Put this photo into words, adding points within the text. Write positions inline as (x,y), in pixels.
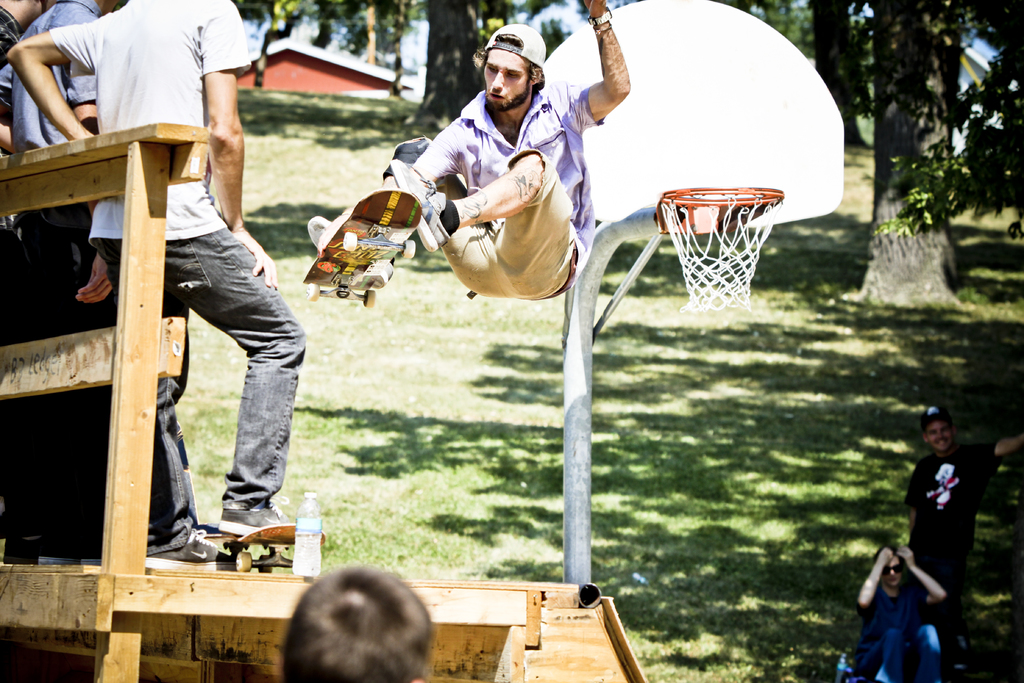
In the center of the image (371,299) there is a person (599,35) on a skateboard (350,230). There is a basketball backboard (653,188) in the image. There is grass (705,456). There are many people (50,42) standing. In the background of the image (889,105) there are trees (866,57).
